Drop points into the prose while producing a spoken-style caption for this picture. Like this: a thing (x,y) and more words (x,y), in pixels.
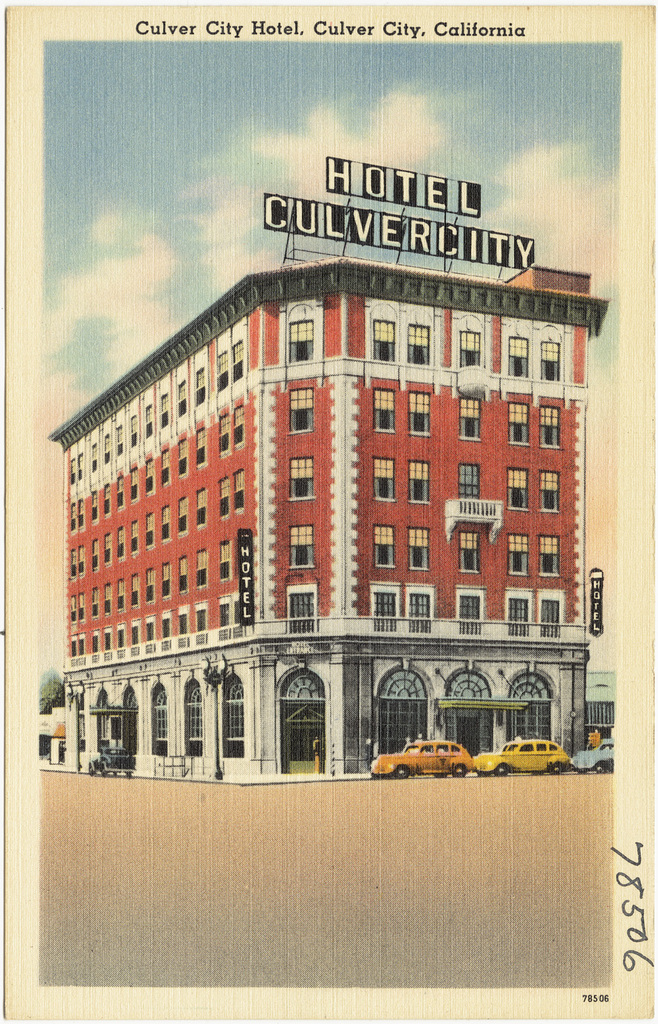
This is an edited picture. In this image there is a building (248,665) and there is a text (404,215) on the building (164,690) and there are vehicles (379,770) on the road (93,868) and there is a pole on the footpath (132,777). On the left side of the image (44,685) there is a tree (54,685). At the top (70,93) there is sky (93,113) and there are clouds (370,151) and there is text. At the bottom (264,906) there is a road (355,917).
